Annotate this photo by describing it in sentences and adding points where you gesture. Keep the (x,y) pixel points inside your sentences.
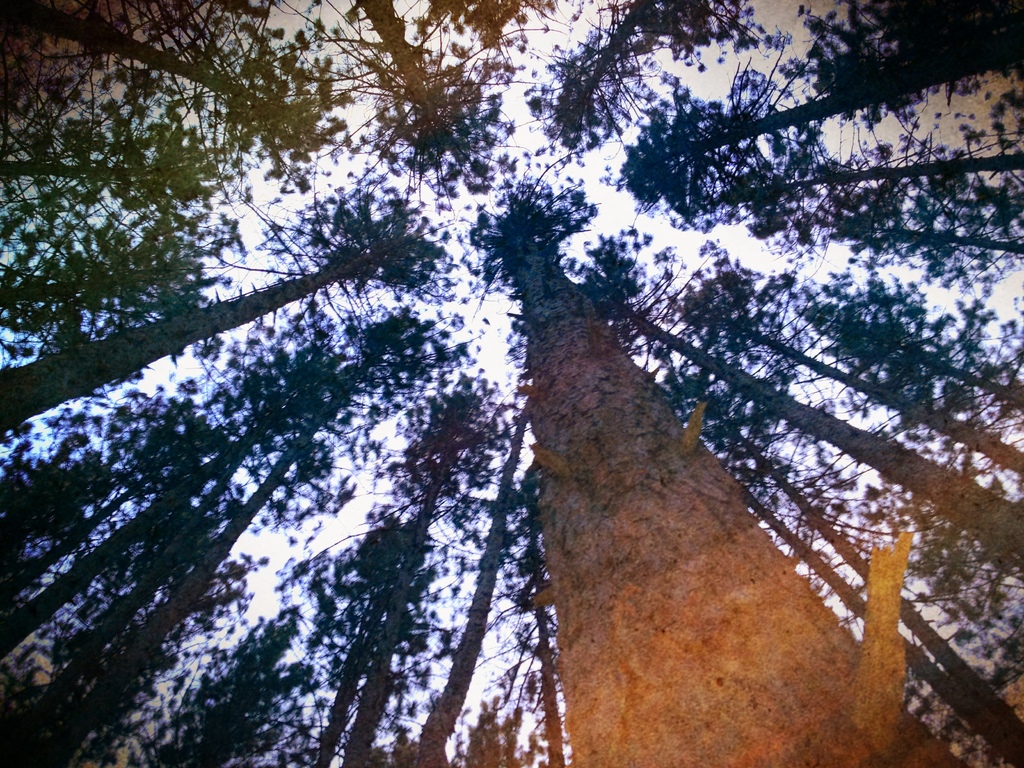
In this picture I can see some trees (411,441).
